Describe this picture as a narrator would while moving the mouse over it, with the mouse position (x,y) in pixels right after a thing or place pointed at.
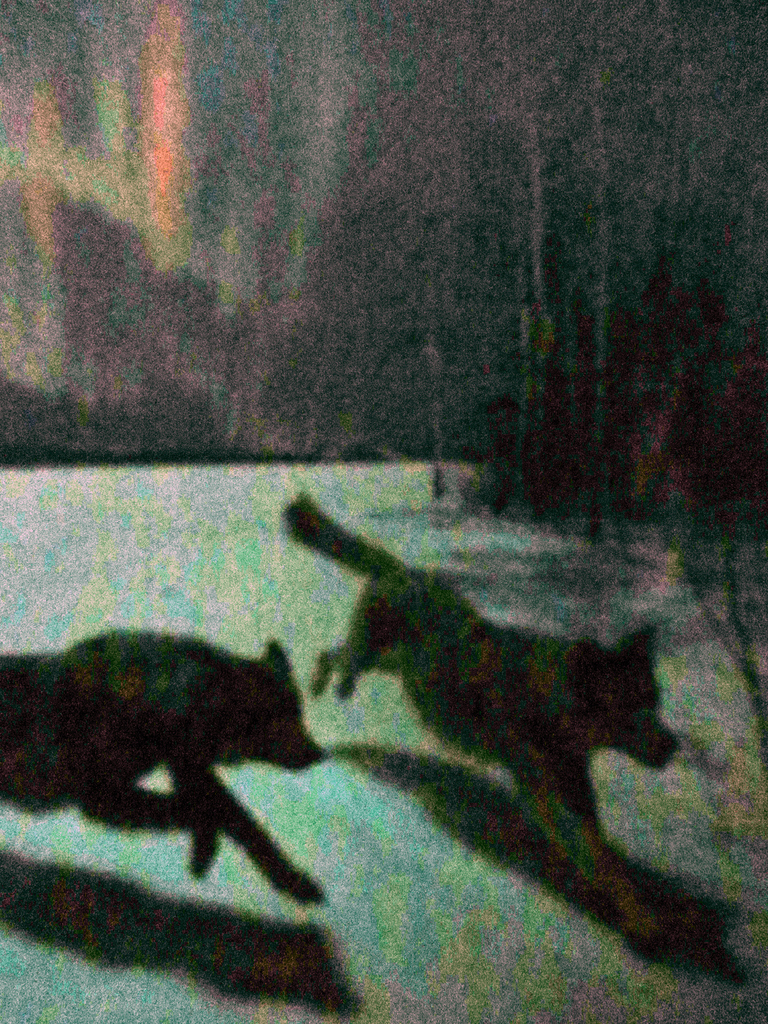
On the left side (153,694), there is an animal (148,673) running on the ground (287,923). On the right side (582,738), there is another animal (397,660) running on the ground (650,831). In the background (595,300), there are trees (684,497). And the background (540,99) is blurred.
